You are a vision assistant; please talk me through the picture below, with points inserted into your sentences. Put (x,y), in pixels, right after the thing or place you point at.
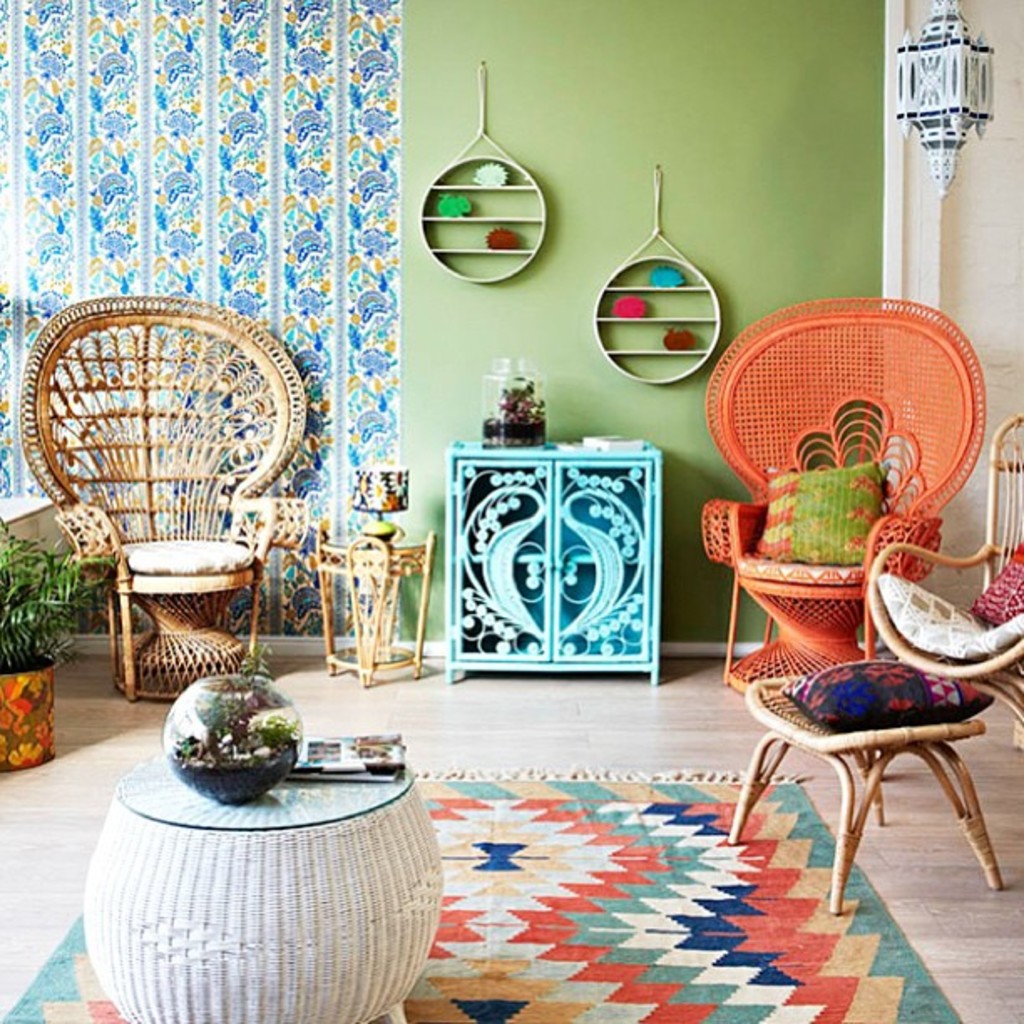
This picture is of inside. On the right (928,83) we can see a hanging lamp (935,97), chairs (915,472) and a stool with a cushion (883,702) placed on the top of it. In the foreground (442,861) we can see a center table (296,881) and the floor (976,931) which is covered with a floor mat (672,910). On the left corner (34,607) there is a house plant (58,590), a chair (197,433), a stool (390,573) and there is a lamp (376,503) placed on the top of the table (383,663) and cabinet (578,496). In the background (591,3) we can see a wall (634,52), some showpieces (460,202) hanging on the wall (497,208) and a wall art (266,80).
